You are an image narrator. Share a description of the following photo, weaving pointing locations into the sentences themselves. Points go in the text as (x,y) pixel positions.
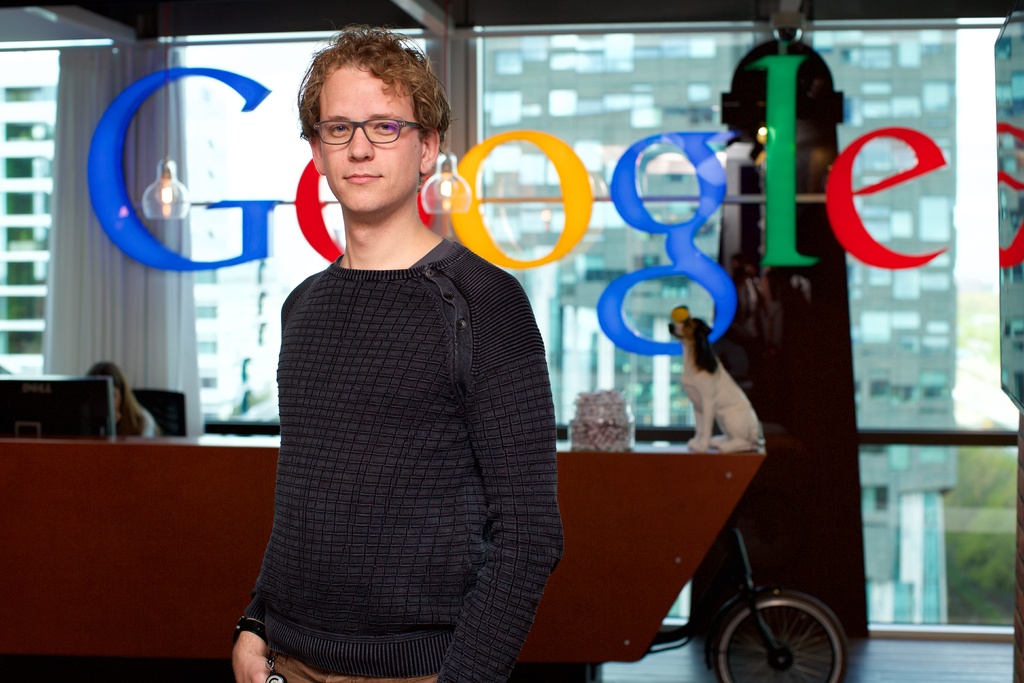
There is a man (431,73) standing and wore spectacle (376,143). In the background (740,439) we can see dog (676,323) and object (617,443) on the table (119,465). There is a person (120,373) sitting, in front of this person (131,401) we can see monitor (103,387) and we can see glass (602,106), through this glass (717,66) we can see building (647,120) and we can see name (523,265) on this glass (964,127).
